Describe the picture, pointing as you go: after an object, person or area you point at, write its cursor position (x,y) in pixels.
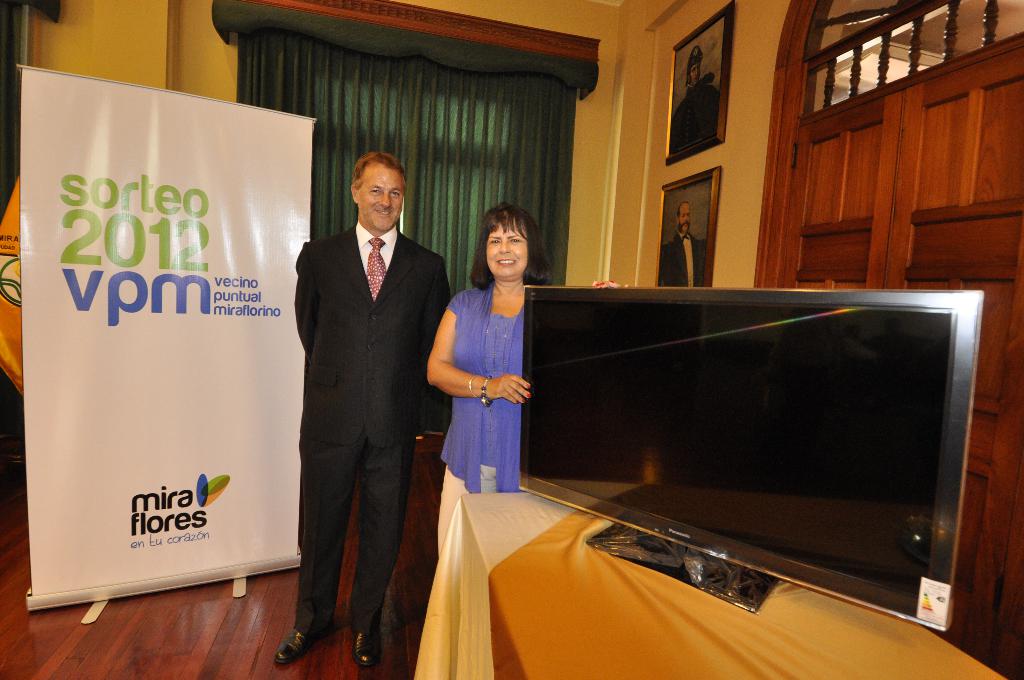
In this image there is a couple (387,360) in the middle (446,368). The woman (457,354) on the right side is holding the television (560,387) which is on the table (669,599). On the left side (158,350) there is a banner (152,347). In the background (616,189) there is a wall (631,179) on which there are two photo frames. On the right side (905,221) behind the television (839,293) there is a door (893,198).
